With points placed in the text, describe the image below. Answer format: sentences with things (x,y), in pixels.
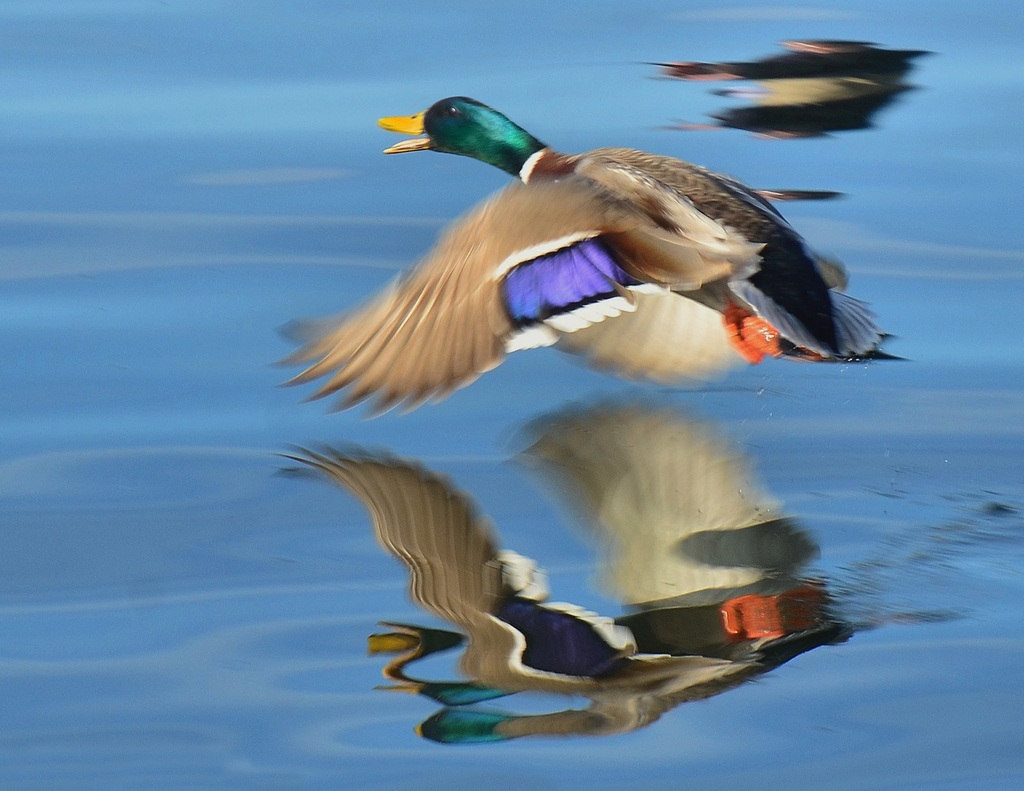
We can see a bird (476,240) flying in the air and water (420,203) and we can see the reflection (577,501) of a bird (593,260).
